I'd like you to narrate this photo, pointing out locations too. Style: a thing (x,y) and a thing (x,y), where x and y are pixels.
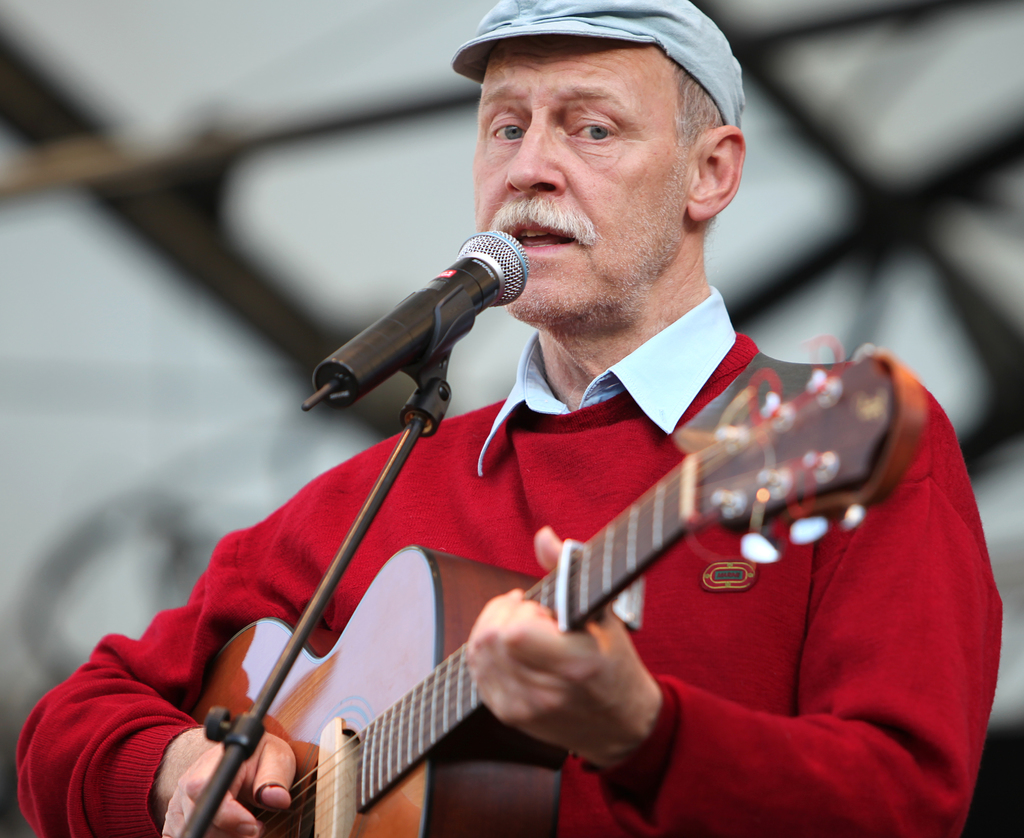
He is holding a guitar (833,477). He is playing a guitar (430,714). He is singing a song. He is wearing a red color jacket (893,585) and cap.
